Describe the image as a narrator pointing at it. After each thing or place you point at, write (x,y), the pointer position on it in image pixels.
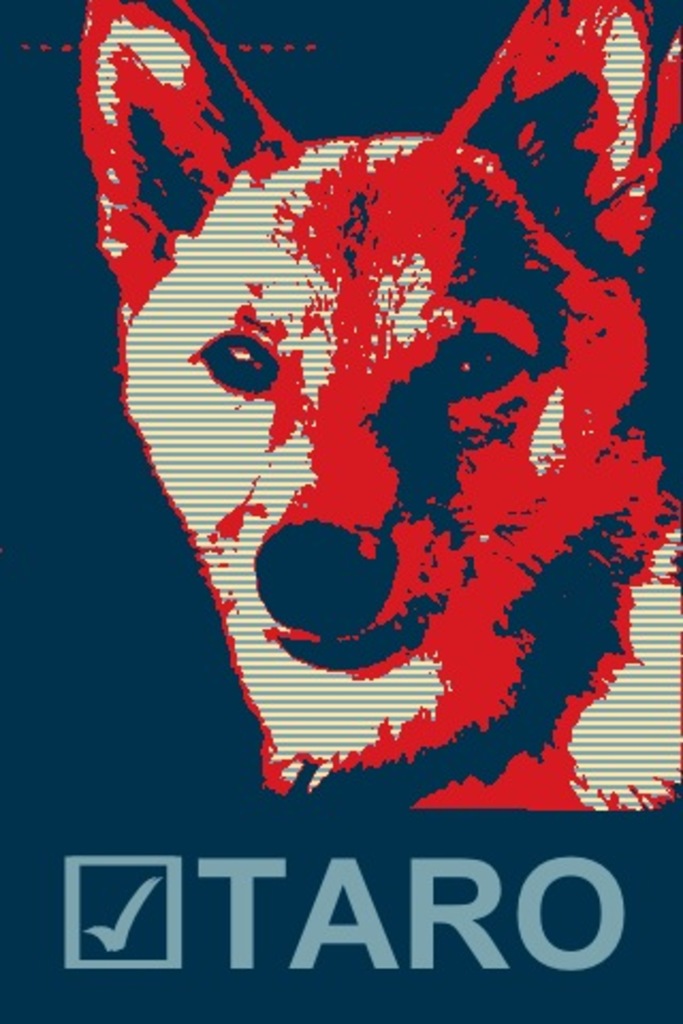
This is a dog (386,378).
